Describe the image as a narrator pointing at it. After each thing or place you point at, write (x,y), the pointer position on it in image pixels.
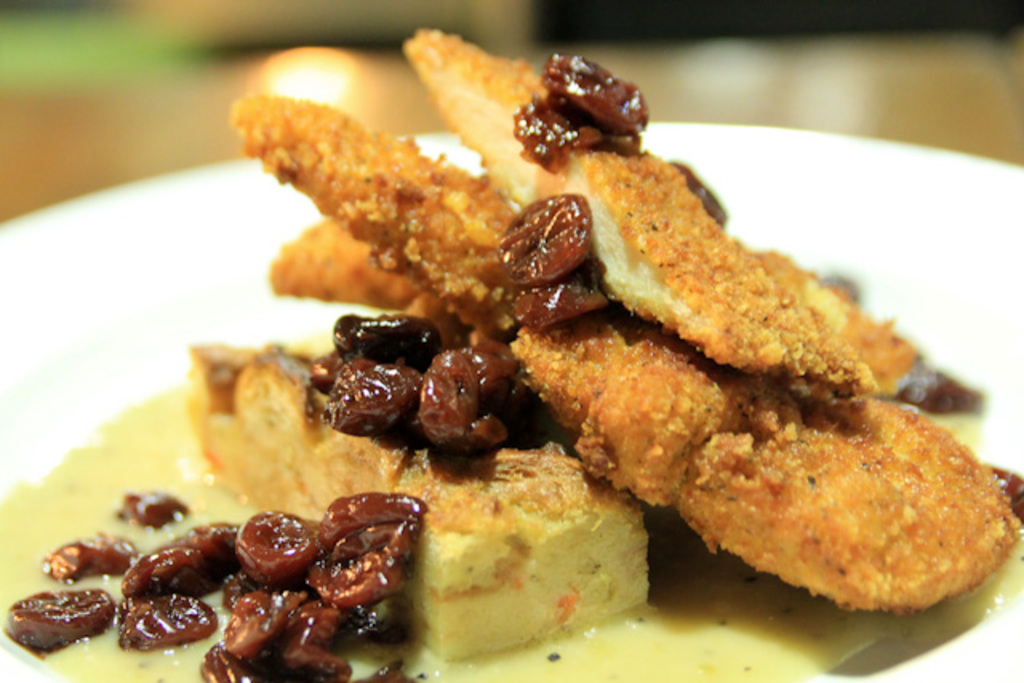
In this image there is a food item (461,286) on the white color plate (219,285), and there is blur background (756,8).
